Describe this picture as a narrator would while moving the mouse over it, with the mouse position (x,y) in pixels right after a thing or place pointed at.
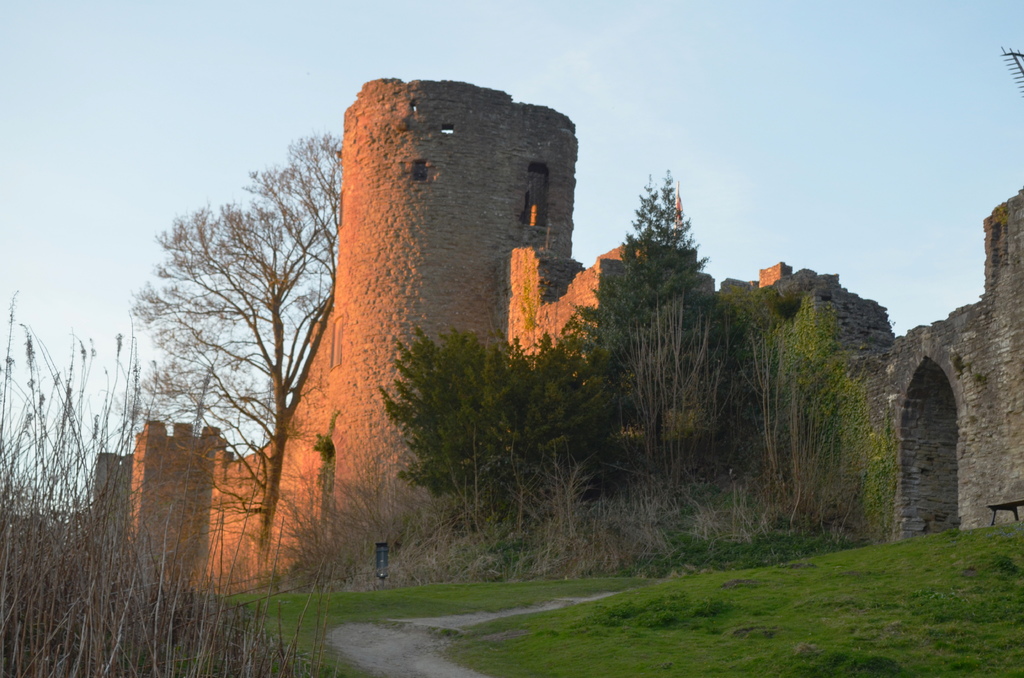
In this image in front (932,597) there is grass (860,590) on the surface (860,590). In the background of the image (721,422) there are buildings (416,259), trees (265,266) and sky (124,78).
